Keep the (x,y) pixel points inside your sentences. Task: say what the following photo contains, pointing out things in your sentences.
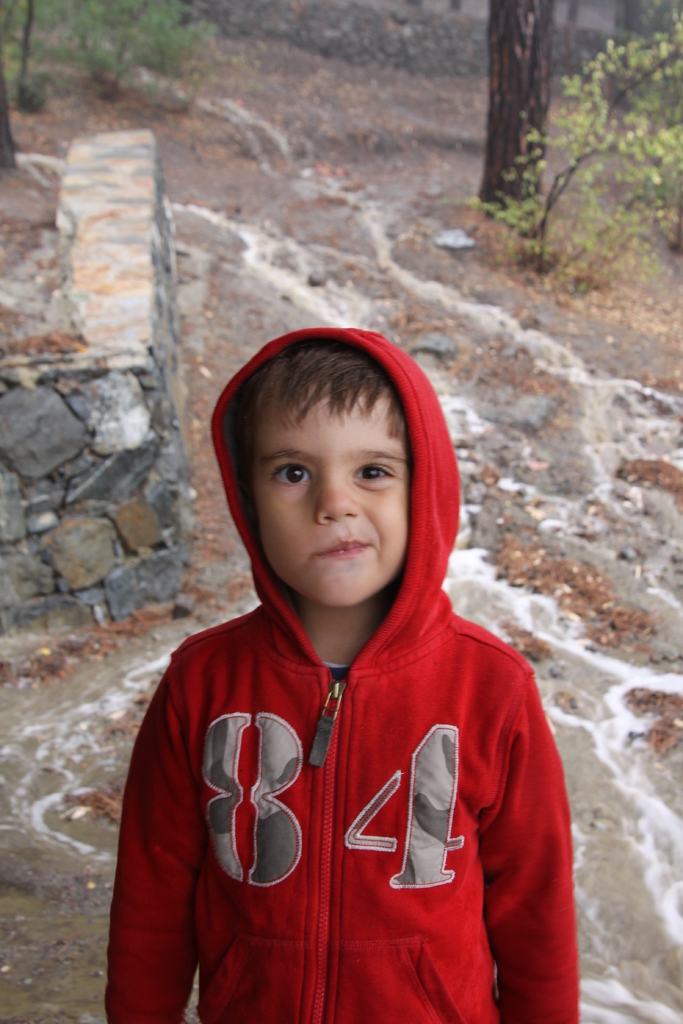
In this image I can see a boy (338,669) is standing and wearing a red color hoodie (307,696). In the background (154,22) I can see a tree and plants (136,28).
